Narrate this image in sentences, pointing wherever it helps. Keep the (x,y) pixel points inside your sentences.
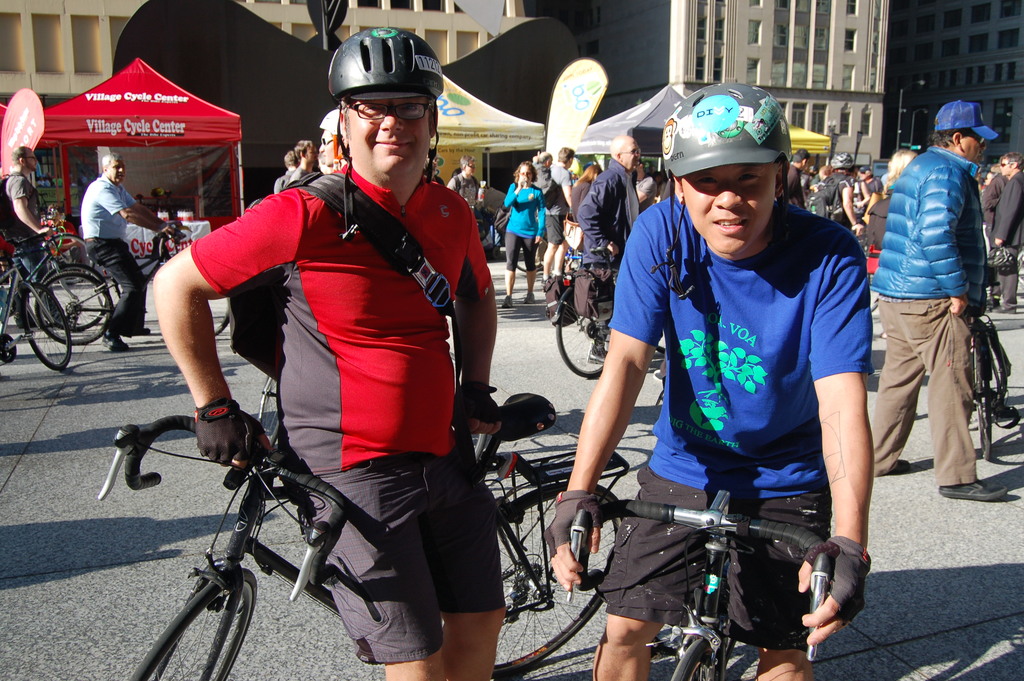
There is a man (331,204) standing with a bicycle (242,511) and he is wearing a helmet (398,39) on his head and he is smiling. Here we can see a man (780,660) standing with a bicycle (721,671) on the right side (723,117). In the background (969,146) we can see a group of people (609,173) who are standing and buildings (671,41).
